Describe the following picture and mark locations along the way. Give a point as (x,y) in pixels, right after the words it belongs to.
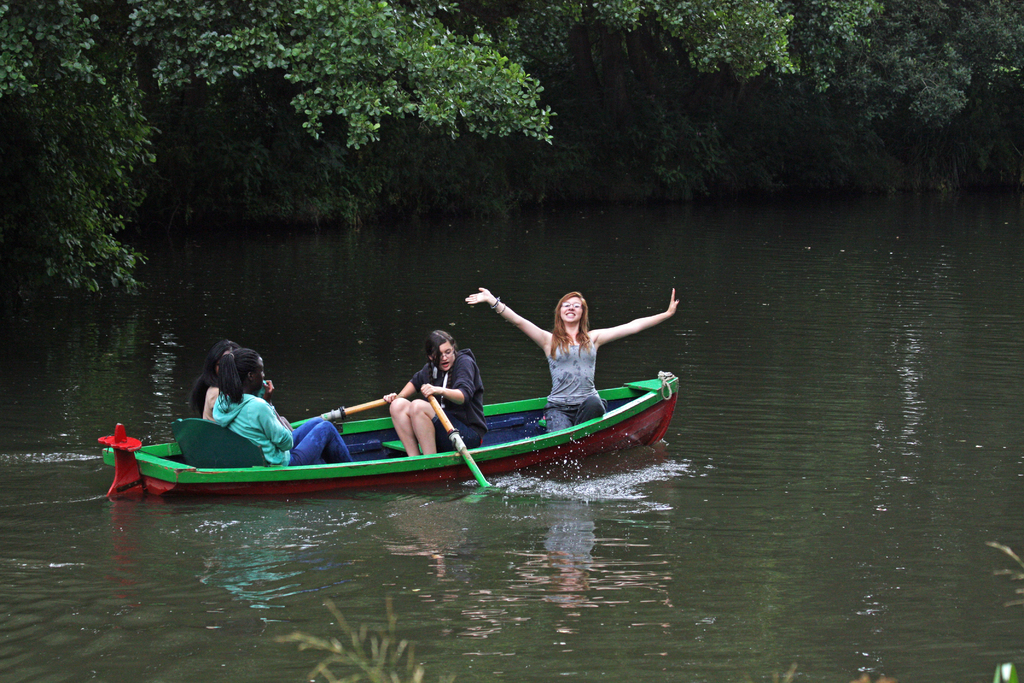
In the middle of this image (504,305), there are four women (219,386), sitting in a red color boat (617,408), which is on the water (460,498). One of these four women (475,412) holding two oars (444,415) with both hands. At the bottom of this image (370,622), there are plants (353,638). In the background (656,31), there are trees (103,172), which are having green color leaves (458,118).
